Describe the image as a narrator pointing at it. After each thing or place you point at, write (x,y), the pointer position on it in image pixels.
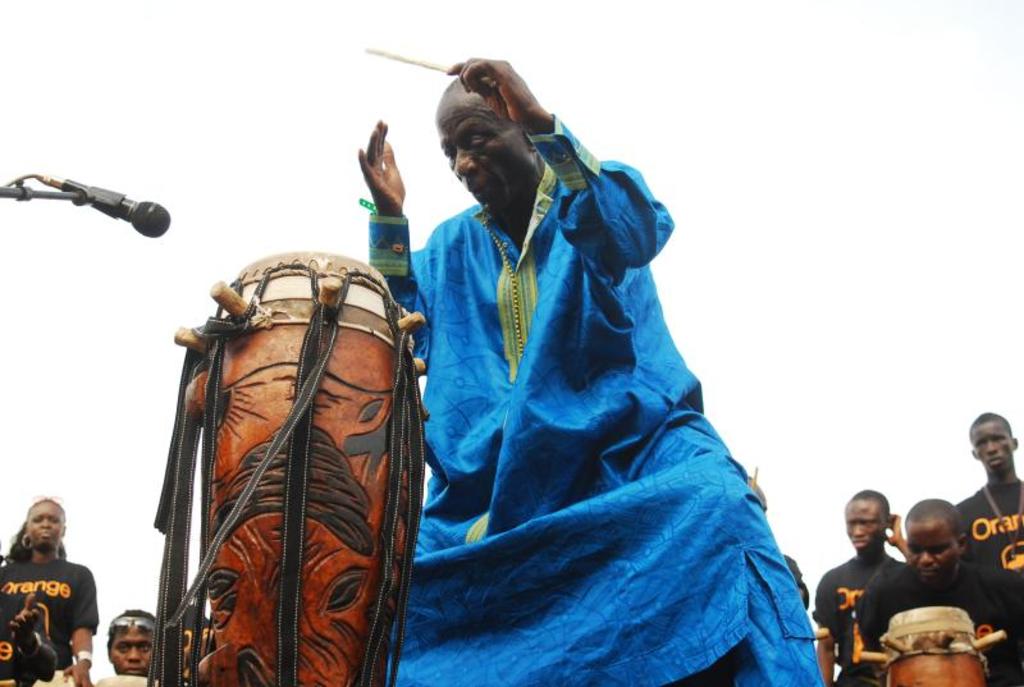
This picture is of outside. In the foreground (560,237) we can see a man (524,277) wearing blue color dress (598,383) and playing drum (322,459). There is a microphone (109,215) attached to the stand (72,194) and in the background (952,152) we can see the sky (932,404) and group of persons (940,551) standing.
